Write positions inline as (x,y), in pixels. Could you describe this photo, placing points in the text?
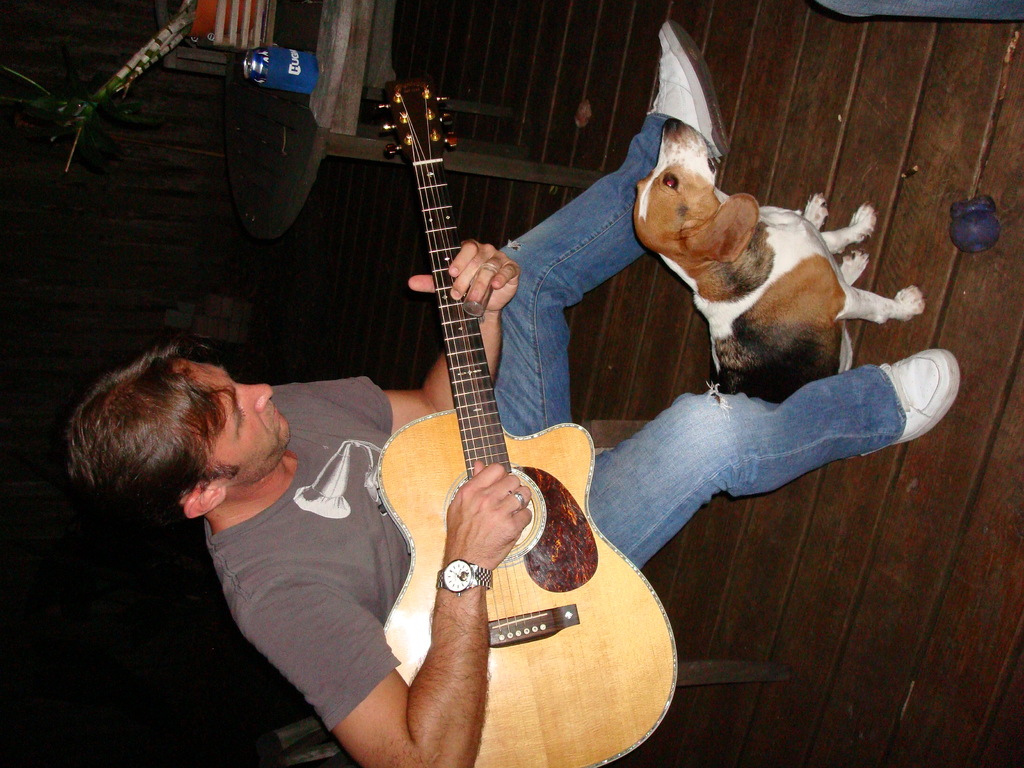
Here is the man (330,536) sitting and playing guitar (452,498). This is a small dog (752,334) sitting on the floor (904,244). I can see a wooden table (319,125) with a bottle (270,73) and few objects (243,41) on it. This looks like a wooden floor (834,195).
